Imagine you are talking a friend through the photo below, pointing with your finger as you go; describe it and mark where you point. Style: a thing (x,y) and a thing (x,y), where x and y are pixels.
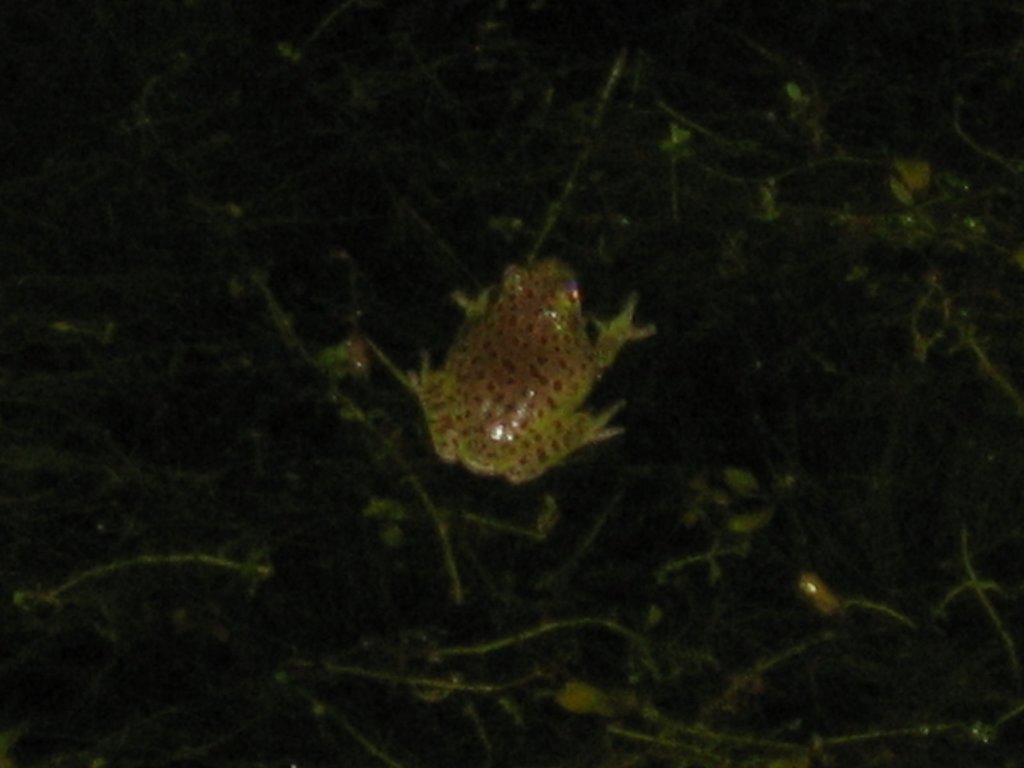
In this image I can see the frog (461,406) which is in brown and yellow color. It is on the black and green color surface (244,342).
